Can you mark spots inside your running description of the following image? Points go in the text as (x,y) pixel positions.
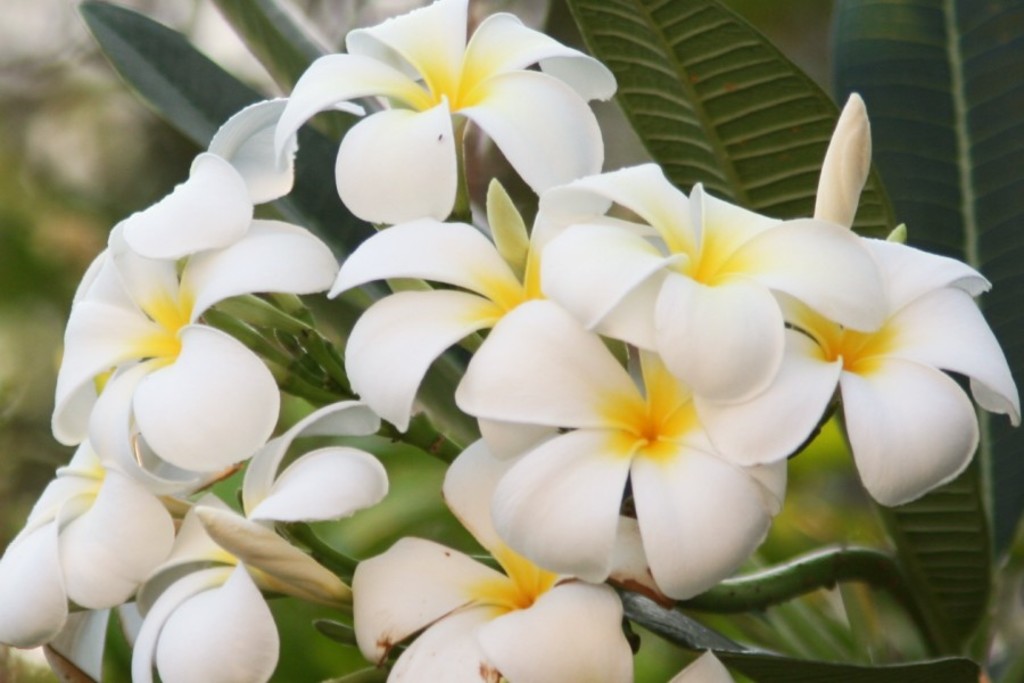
In the picture we can see plants (1003,137) with a group of flowers (391,322) to it which are white in color and some yellow part (612,435) in the middle of the petals (612,435) of the flower (641,421).
